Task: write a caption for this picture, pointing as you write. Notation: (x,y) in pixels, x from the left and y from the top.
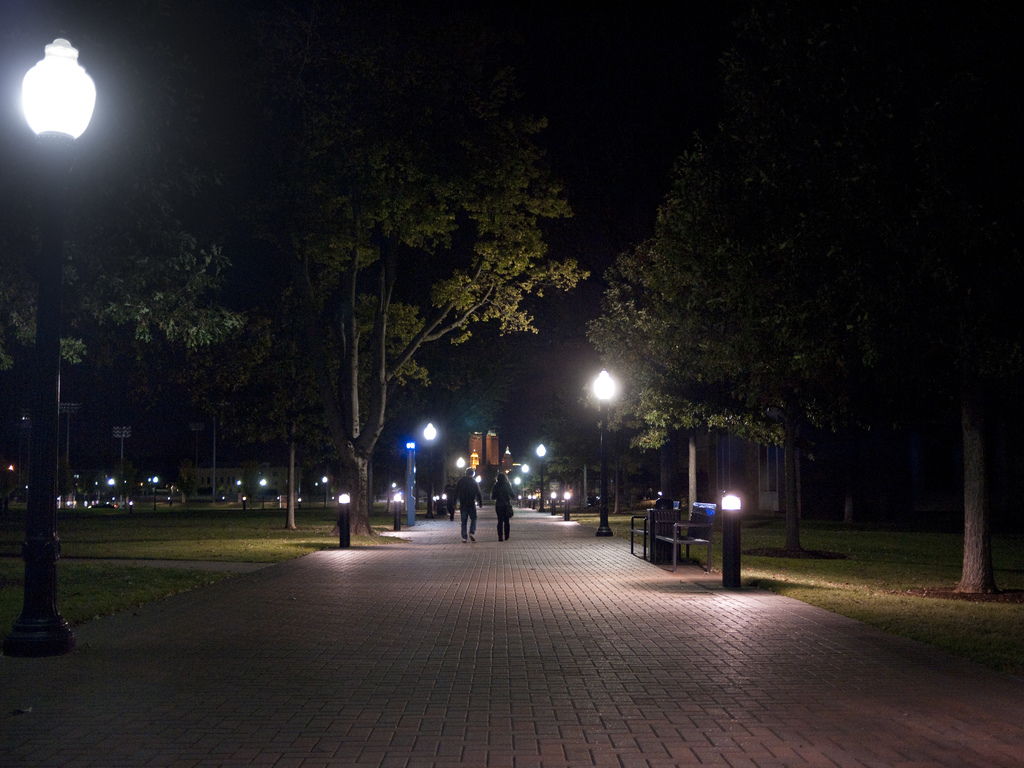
As we can see in the image there are street lamps (542,494), grass (832,538), two people (473,506) walking over here, houses (495,455) and trees (781,133). The image is little dark.
